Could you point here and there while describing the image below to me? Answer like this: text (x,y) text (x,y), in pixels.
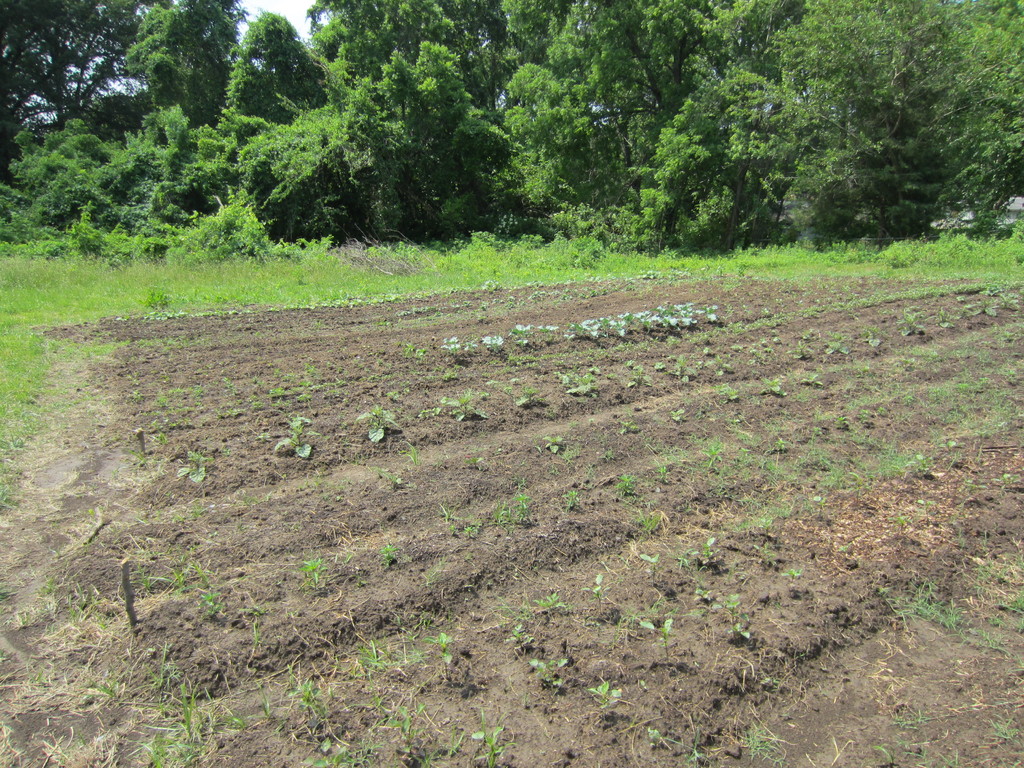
In this image I can see the ground (408,532), few plants (588,332) on the ground (529,358) and some grass (388,274). In the background (971,108) I can see few trees (419,56) and the sky (294,6).
